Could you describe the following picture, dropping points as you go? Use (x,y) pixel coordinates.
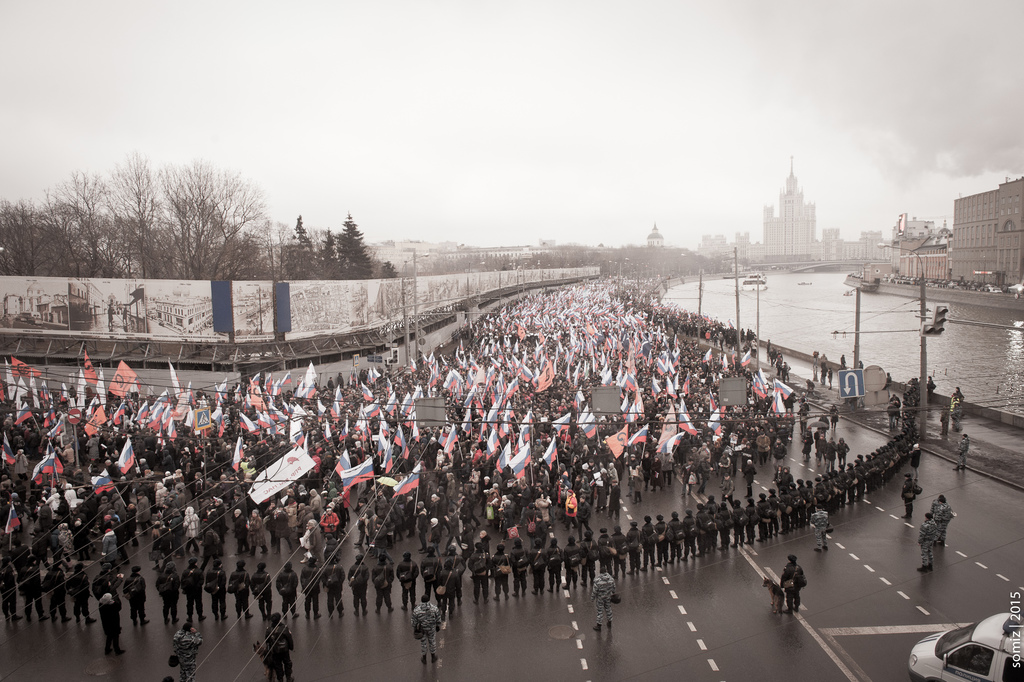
In this image, I can see groups of people (244,432) standing on the road (241,640) and there are flags (595,370). I can see the hoardings (254,326), trees (92,250), buildings (1008,267), poles (922,380), traffic lights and water (815,321). In the bottom right corner of the image (932,657), I can see a vehicle (993,664) and a watermark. In the background (736,203), there is the sky (587,172).
